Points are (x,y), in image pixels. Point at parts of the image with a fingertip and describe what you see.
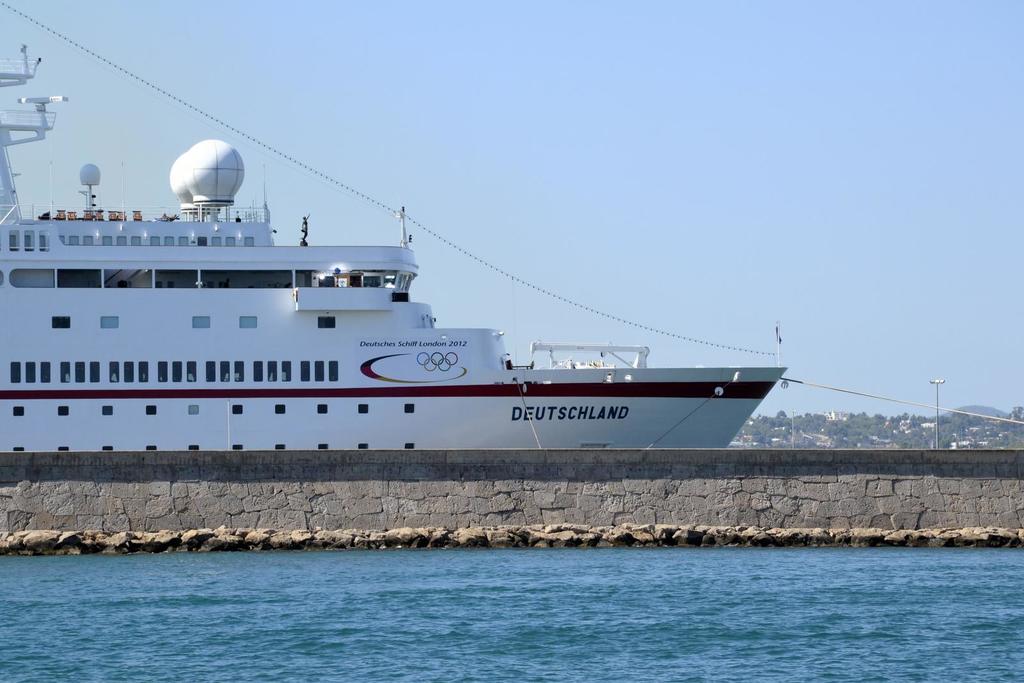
At the bottom of the image (493,587) there is water (946,572) and a wall (373,504). In the background (136,304) there is a ship (558,414), hills (788,423), pole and sky (600,107).
